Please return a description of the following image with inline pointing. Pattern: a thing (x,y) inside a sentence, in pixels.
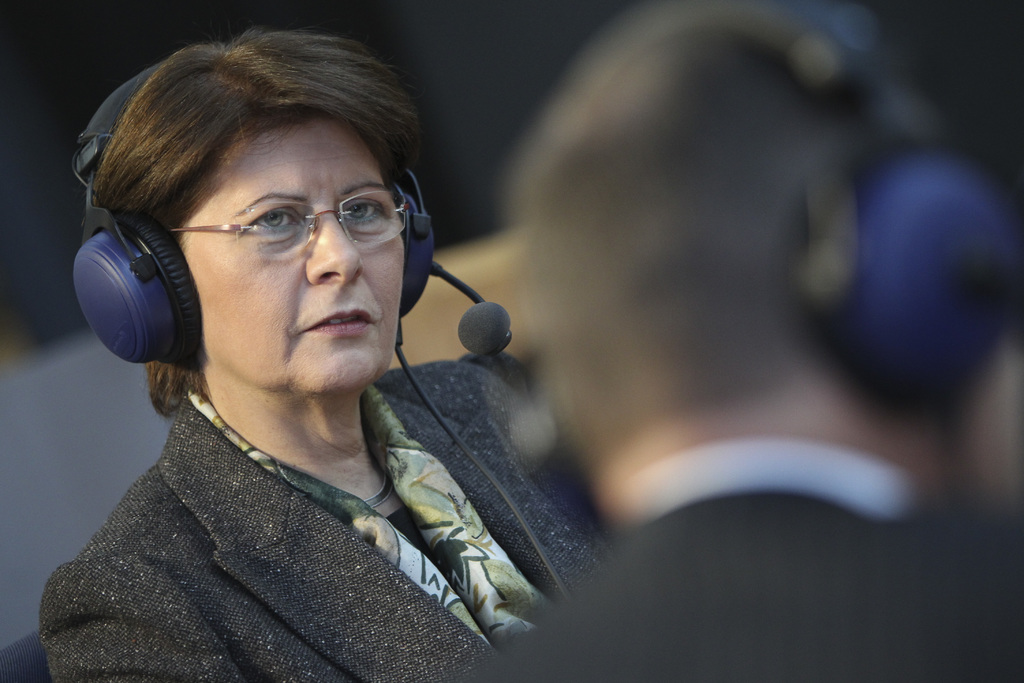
In this image we can see a person (238,186) wearing a microphone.
